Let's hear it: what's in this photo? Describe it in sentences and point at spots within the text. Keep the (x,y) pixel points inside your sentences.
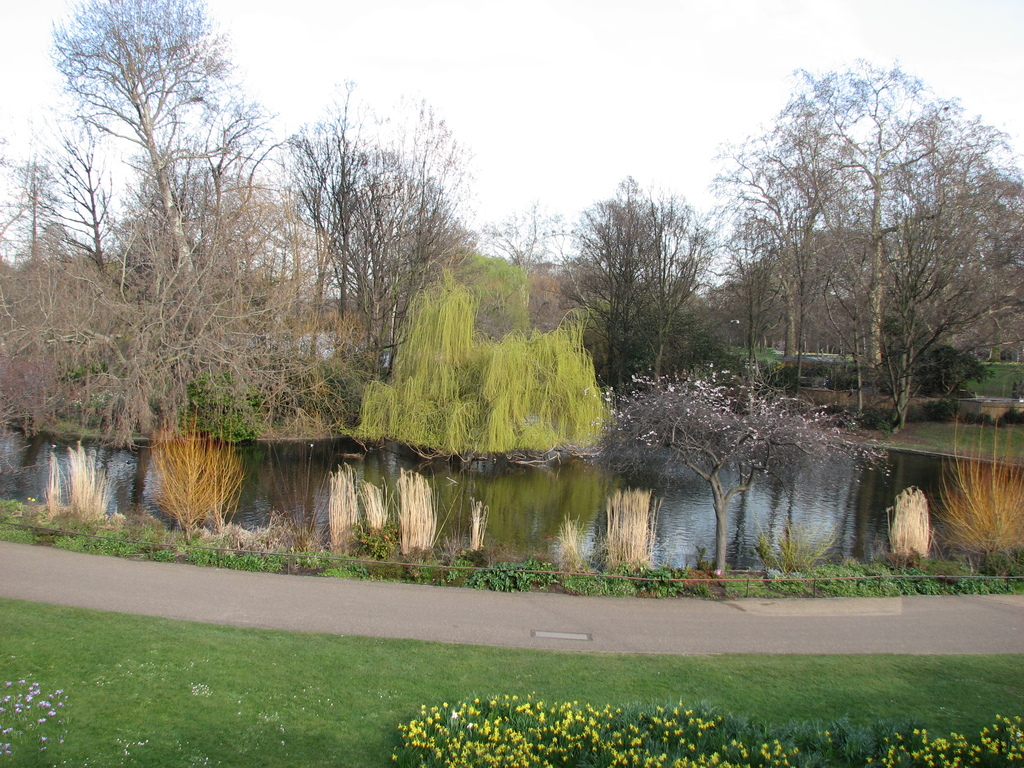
In this image I can see some grass (331,674) on the ground (314,571), few plants (541,705), few flowers (581,745) which are yellow in color, the road (730,632), the water (562,508) and few trees (298,295). In the background (703,120) I can see the sky (604,126).
